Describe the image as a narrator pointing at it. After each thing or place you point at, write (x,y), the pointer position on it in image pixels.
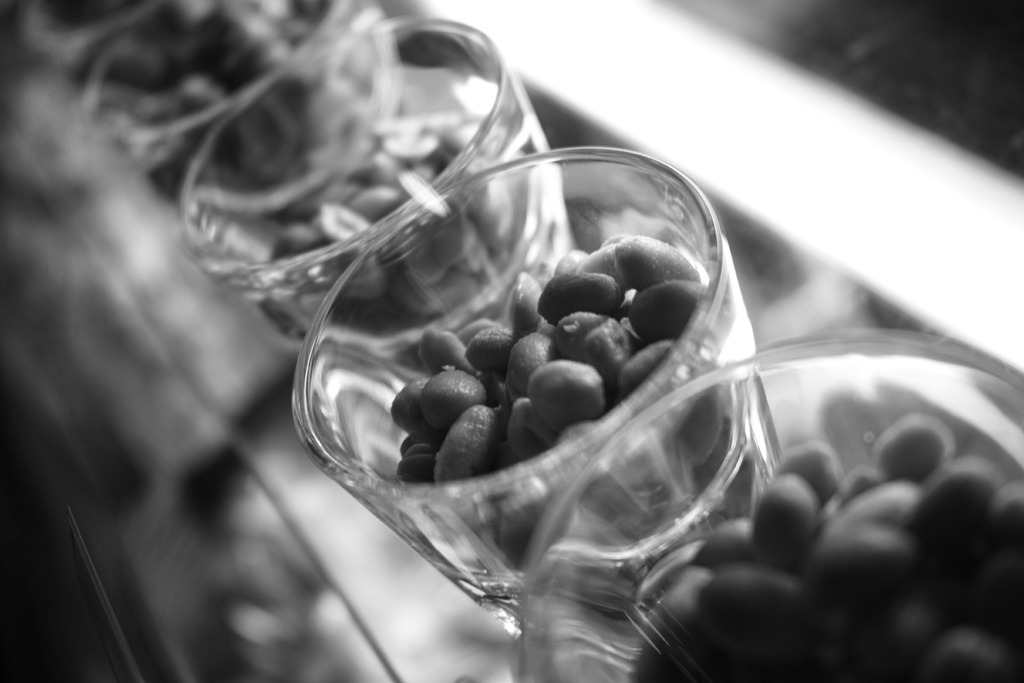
In this image we can see some seeds (482,437) placed in several glasses (684,357).
